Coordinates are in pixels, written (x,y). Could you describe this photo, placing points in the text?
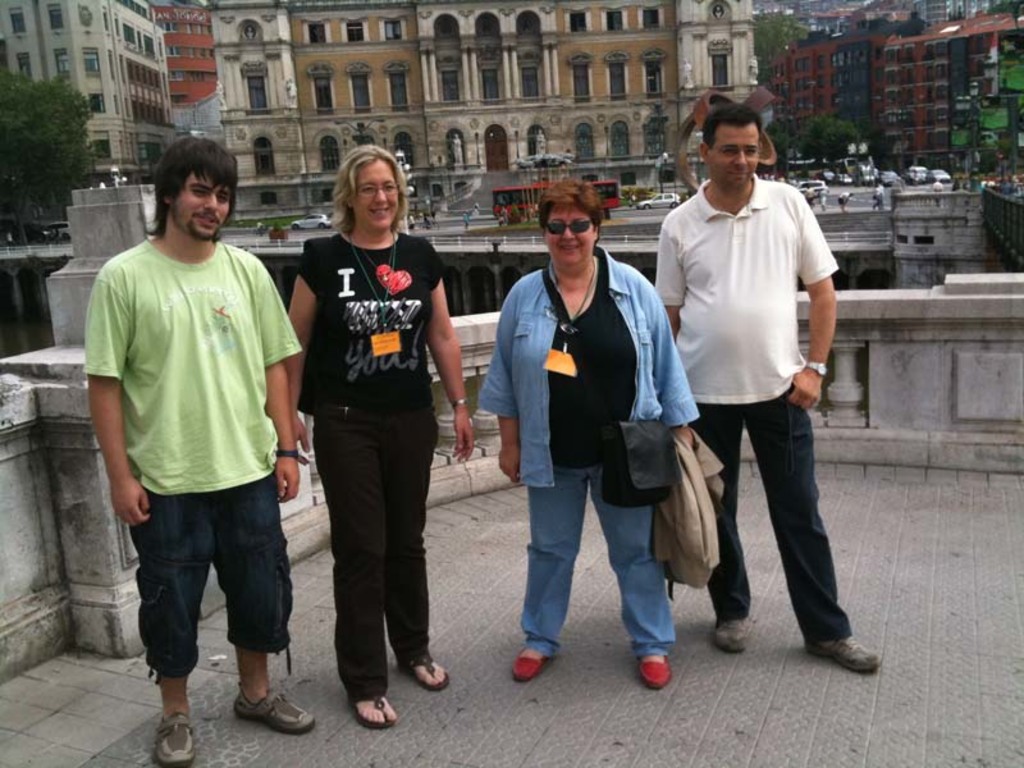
In this image in the front (465,359) there are persons (536,359) standing and smiling. In the center (469,320) there is a railing (842,321), there is a pillar (104,250). In the background (517,207) there are vehicles (600,193) on the road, there are buildings (476,111), and trees (834,136) and there are persons (843,203).
